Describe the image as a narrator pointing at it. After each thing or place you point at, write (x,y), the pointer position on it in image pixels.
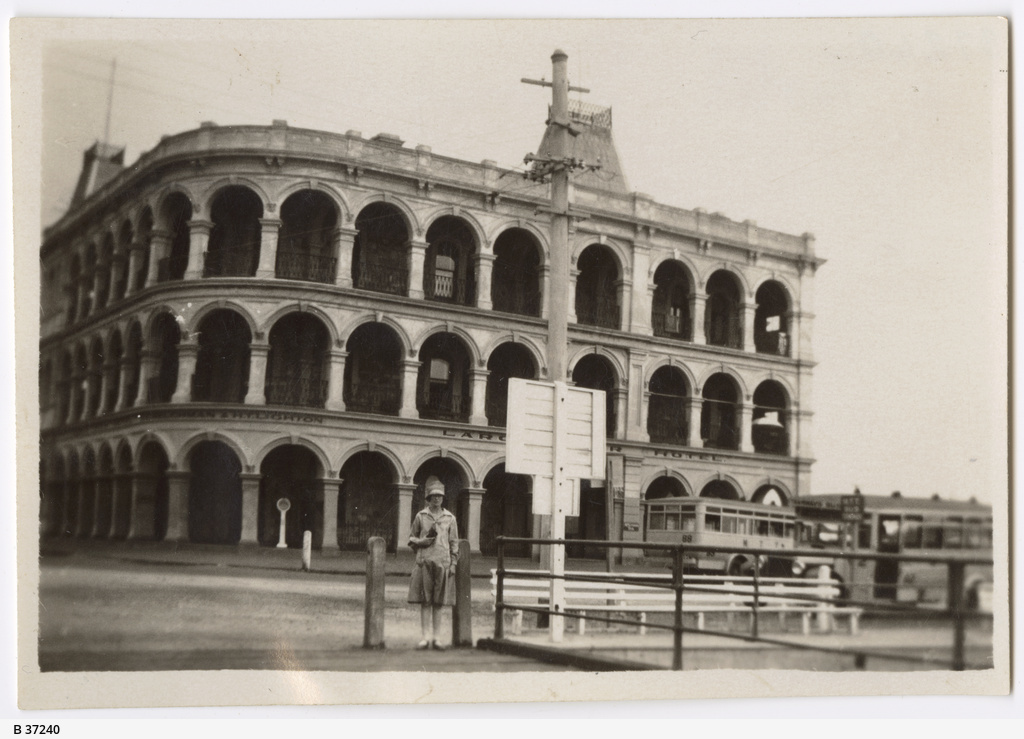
In this image I can see the person (418,533) standing to the side of the railing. I can see the board (527,459) to the pole (557,339) to the side. In the background (483,362) there are vehicles (667,538), building (490,281) and the sky (851,158).
